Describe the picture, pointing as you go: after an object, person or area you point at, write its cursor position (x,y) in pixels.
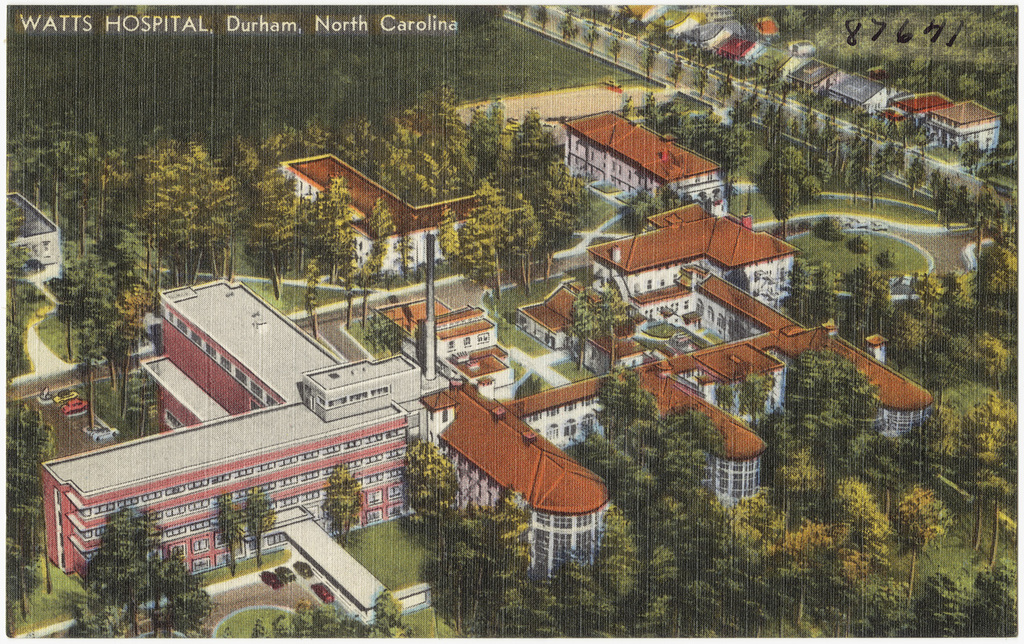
In this image we can see a group of trees (400,343), buildings (406,378), cars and the grass (383,566). At the top (22,20) we can see the text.
